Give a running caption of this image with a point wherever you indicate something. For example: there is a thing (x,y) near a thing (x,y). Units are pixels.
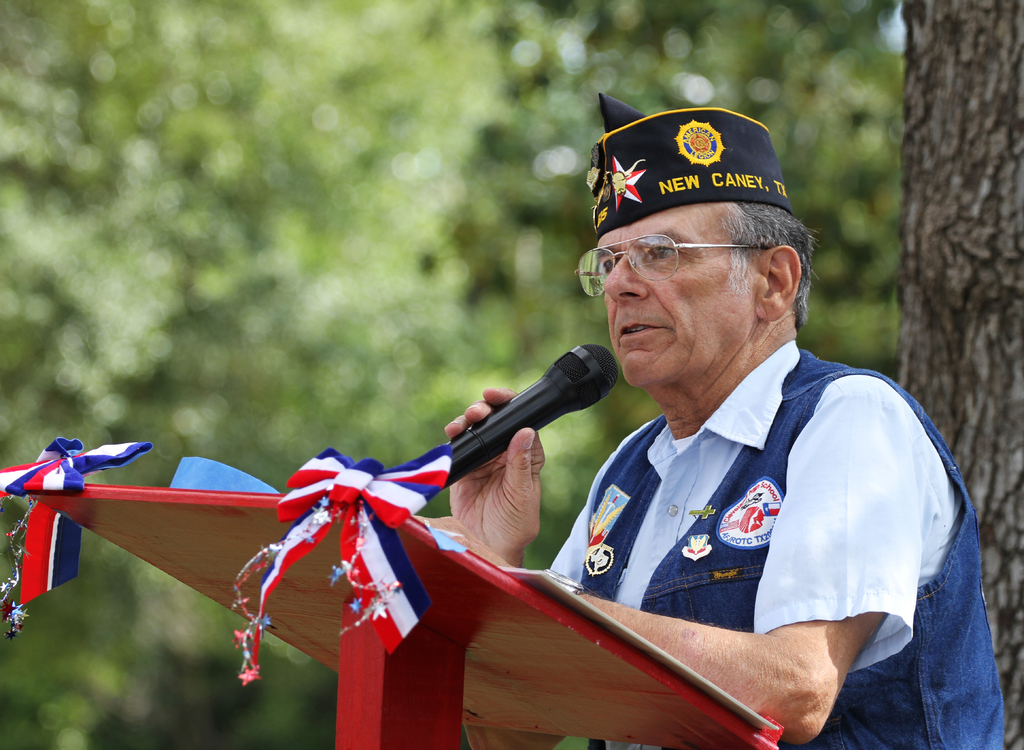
In this image there is an officer (803,577) who is standing in front of the podium (478,607) by holding the mic (494,429). He is having a cap (684,170). On the right side (955,207) there is a tree (962,205). In the background (399,127) there are trees (241,173) with green leaves (192,260).
